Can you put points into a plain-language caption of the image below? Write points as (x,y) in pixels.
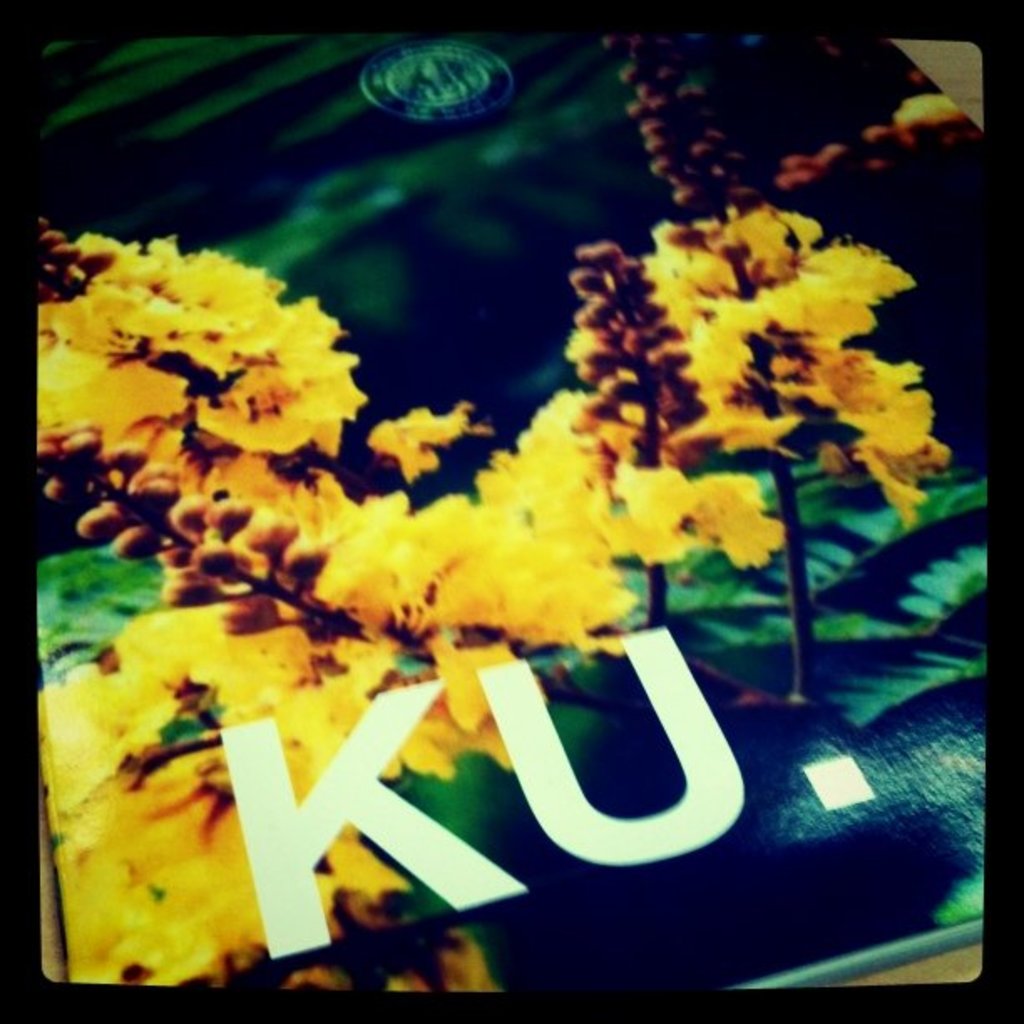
In this image, we can see some flowers (708,504) and text (691,736).
